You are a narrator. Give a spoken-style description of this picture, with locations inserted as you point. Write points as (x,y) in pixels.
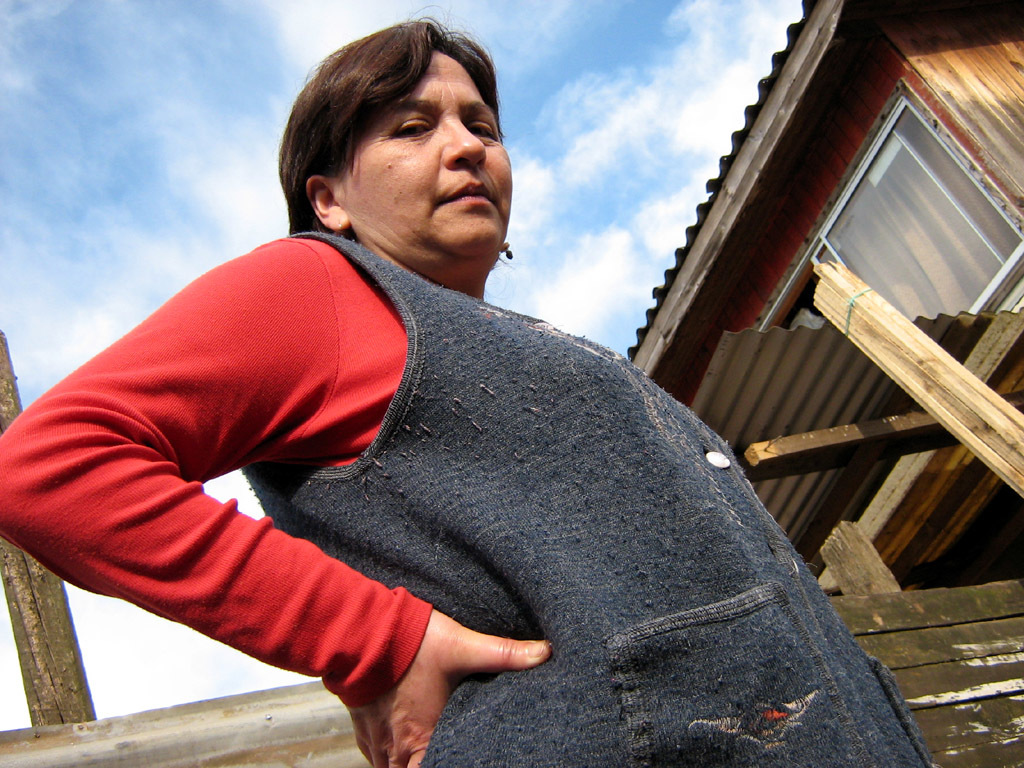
In this image we can see a woman (510,525) standing. On the backside (833,156) we can see a house (809,462) with roof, window (907,298) and some wooden poles (967,393). We can also see the sky (630,144) which looks cloudy.
